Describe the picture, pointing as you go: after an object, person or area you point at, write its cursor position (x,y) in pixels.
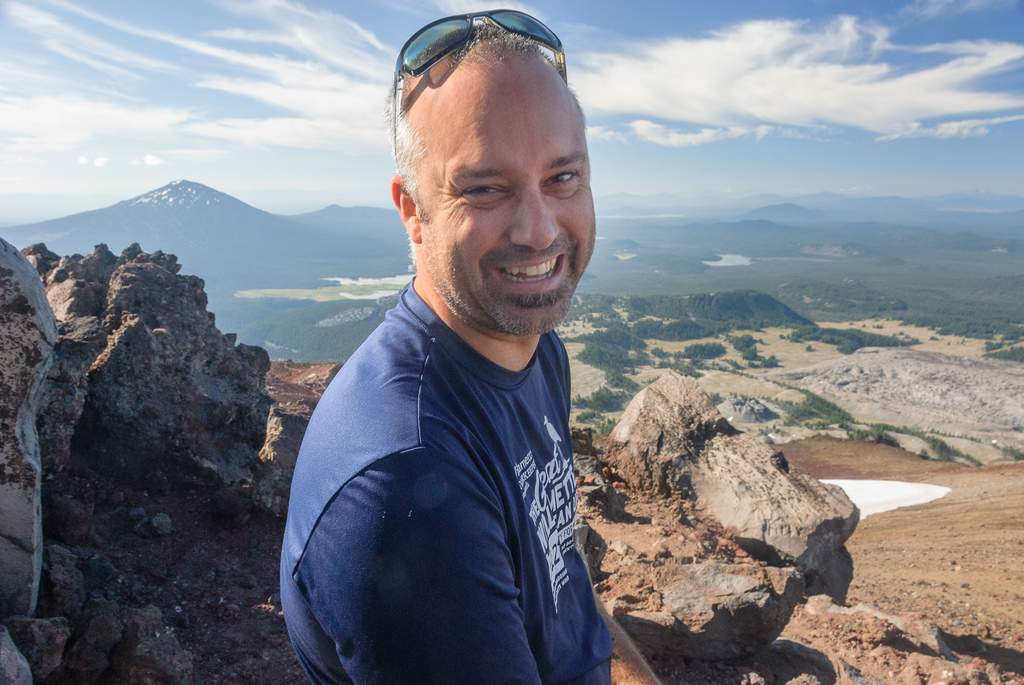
In the center of the image (519,418) we can see one person (345,497) is standing and he is smiling. And he is wearing glasses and he is in a blue color t shirt (492,391). In the background (587,90), we can see the sky (589,106), clouds (107,94), hills (918,427), grass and a few other objects (134,297).
